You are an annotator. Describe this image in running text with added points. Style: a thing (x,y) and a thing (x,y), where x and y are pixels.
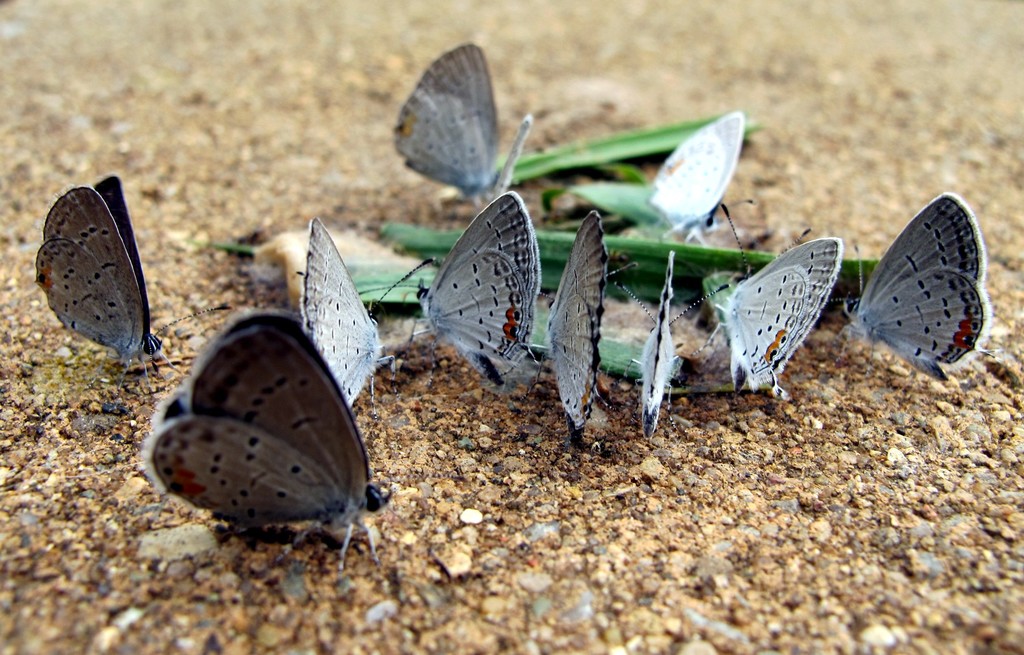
This image is taken outdoors. At the bottom of the image (750,536) there is a ground (791,532). In the middle of the image (391,371) there are many butterflies (338,345) on the ground (686,329) and there is a green leaf (622,241).
